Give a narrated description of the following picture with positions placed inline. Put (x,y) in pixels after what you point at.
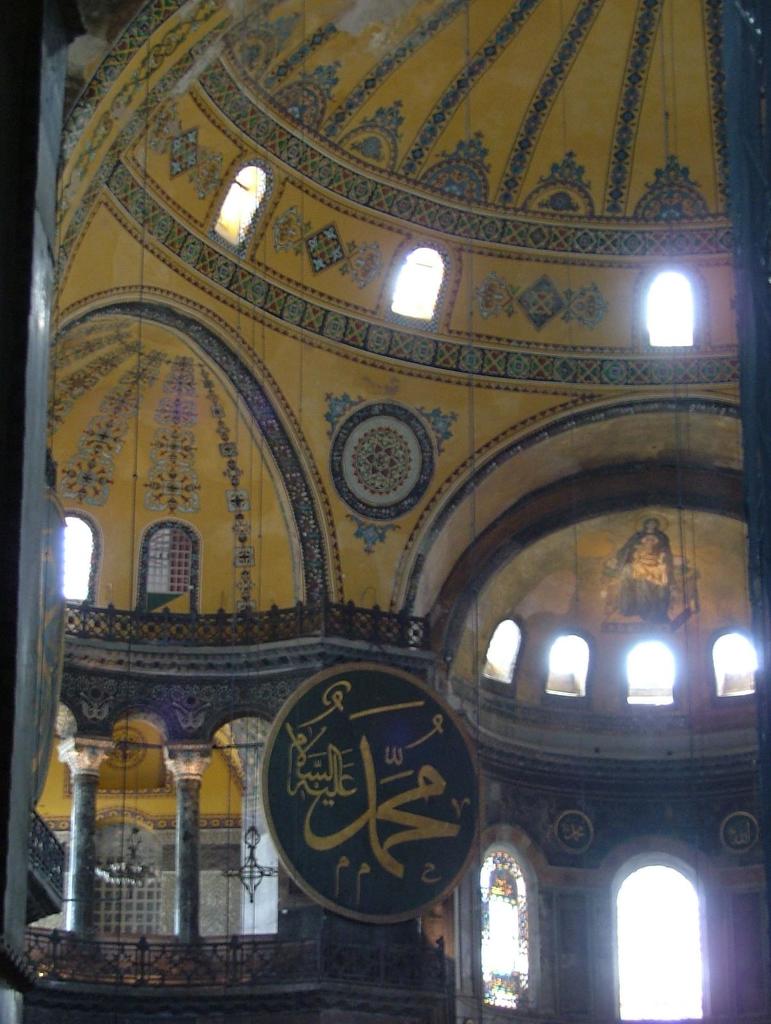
In the picture I can see inside of the building (473,565), to the building (444,565) there are few windows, and we can see board (264,766).
